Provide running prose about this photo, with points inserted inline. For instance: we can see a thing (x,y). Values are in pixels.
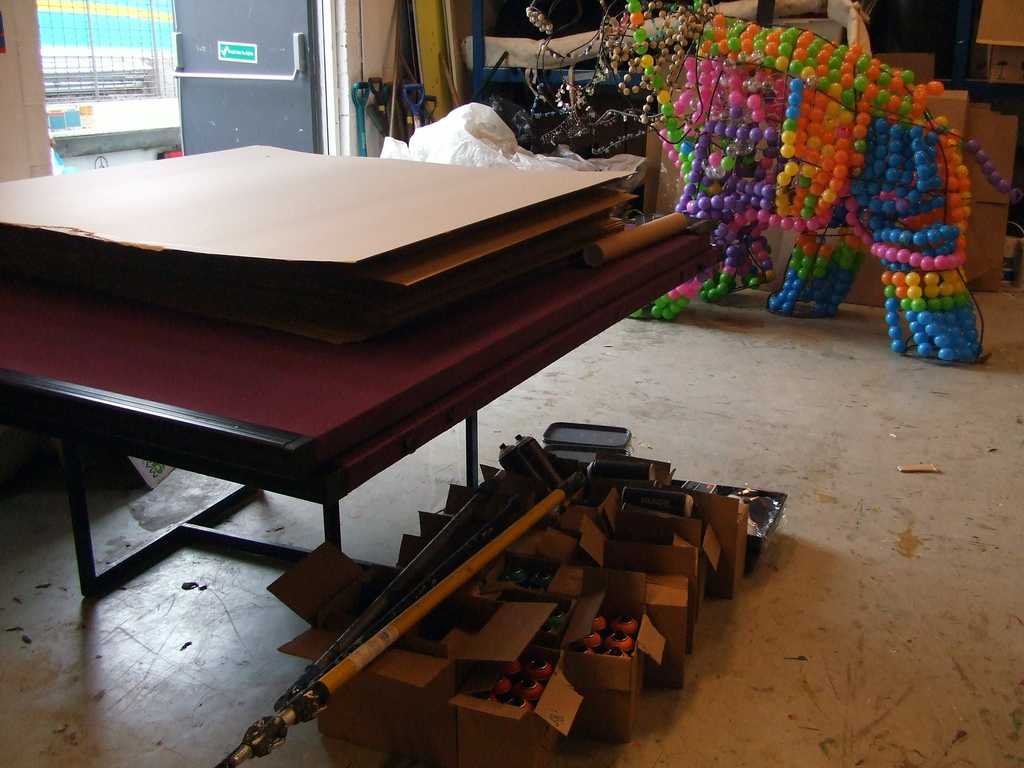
In this image, we can see some cardboards (322,262) on the table (309,445) and in the background (34,154), we can see a wall (17,111), mesh (124,72), door (258,83), some objects (383,90), a cloth (473,125) which is in white color and we can see an animal sculpture (842,144) made of balls (854,185) and there are some boxes (975,117) and sticks (370,116). At the bottom (570,517), we can see boxes (714,571) which are filled with cans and some objects (646,499) and there are sticks (282,728) on them and there is floor (274,679).
